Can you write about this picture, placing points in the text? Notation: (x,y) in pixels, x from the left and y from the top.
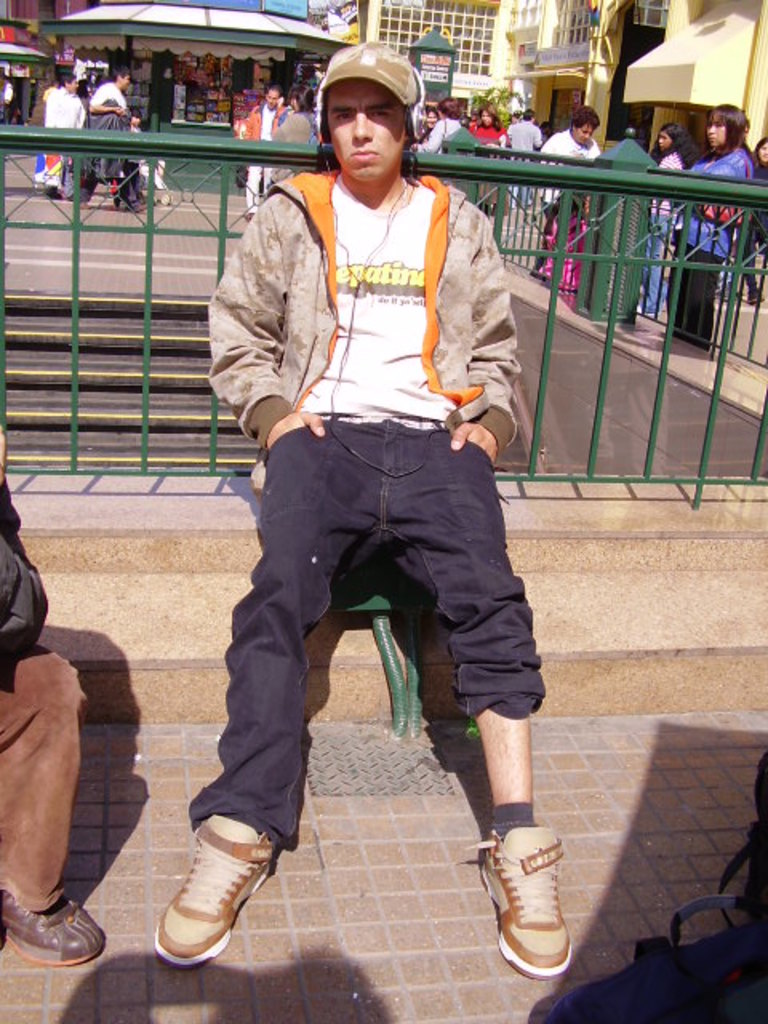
In this given picture, We can see a person (390,163) sitting, listening to music and there is an iron fence (54,132) which is build as a boundary wall (488,176) towards the right (723,170), We can see a couple of people (720,153) standing after that behind the person (413,80), We can a small stall (252,52) few people (121,91) standing and carrying.
